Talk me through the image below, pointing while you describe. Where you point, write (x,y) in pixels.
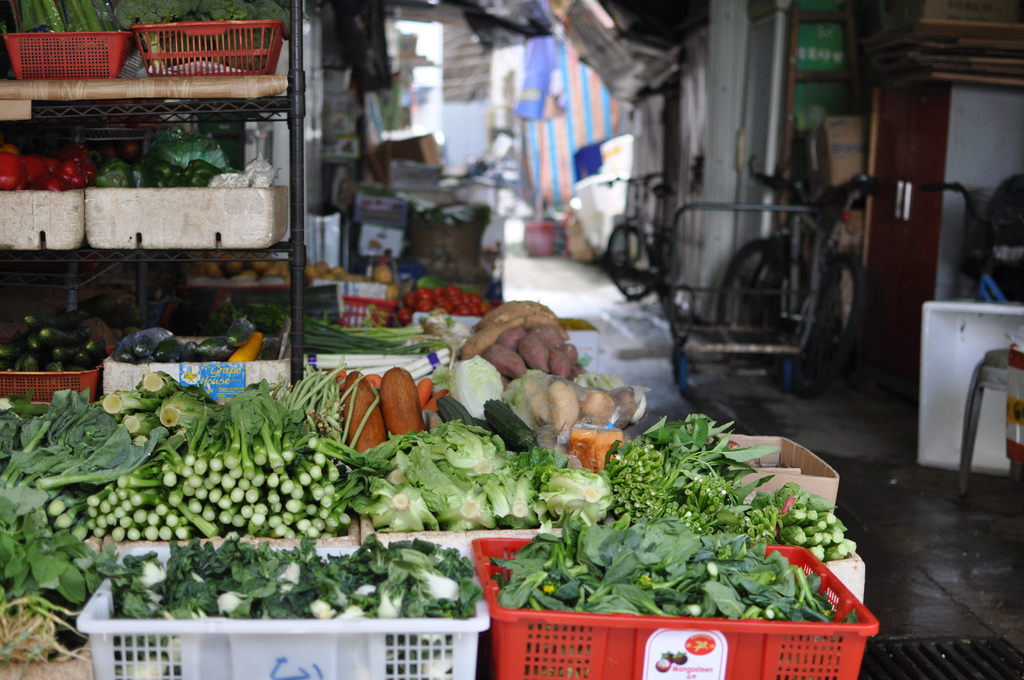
In this image we can see bicycles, blankets (535,93), cardboard cartons (403,220), vegetables (254,402) arranged in the baskets (431,255), doors (911,145) and floor (513,252).
